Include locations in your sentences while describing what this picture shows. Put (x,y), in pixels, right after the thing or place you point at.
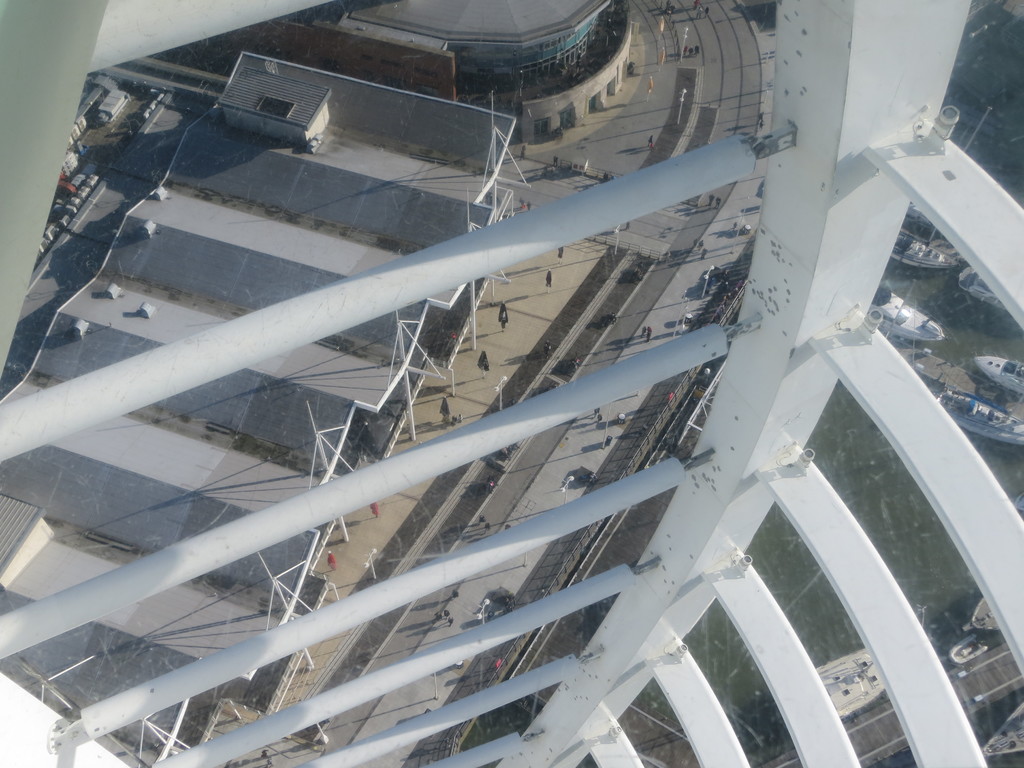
It seems like tower (841,118). In the background (719,358), we can see buildings (245,476), road (639,258), poles (708,277), people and boats (971,404) on the surface of water (895,503).
